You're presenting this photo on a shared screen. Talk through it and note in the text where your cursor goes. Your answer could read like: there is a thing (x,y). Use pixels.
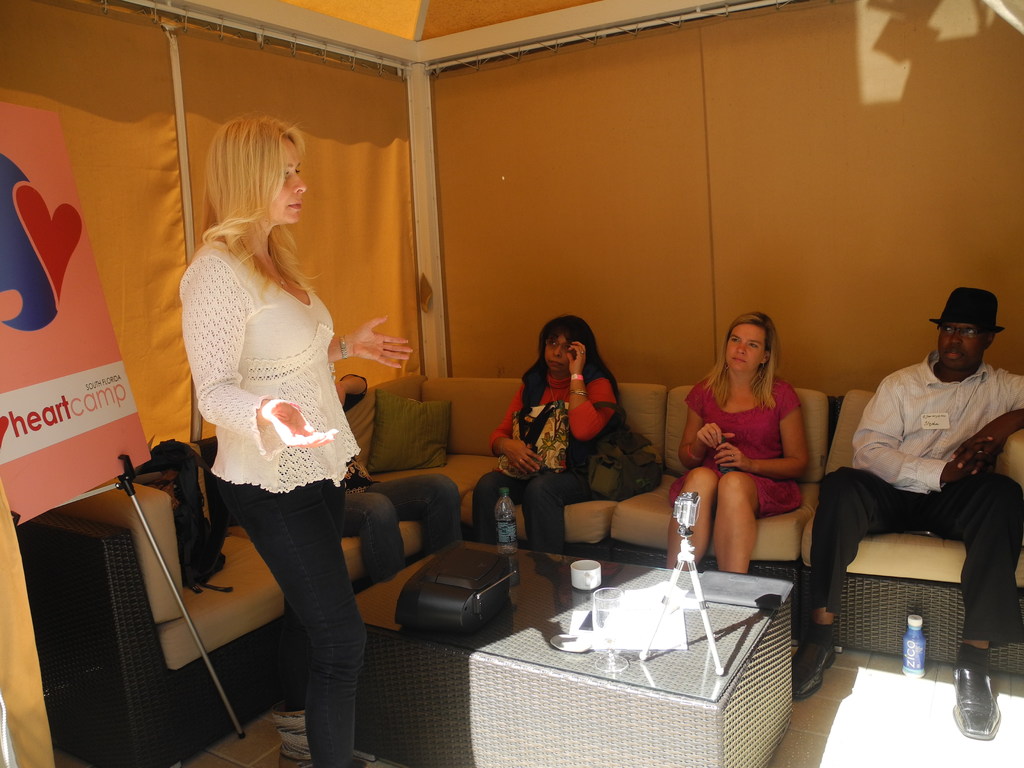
In the picture there is a woman (294,554) stood at left side (303,390) talking and in the background (232,548) there is a sofa (672,472) on which several people (740,476) sat, they all are under a tent (340,97).
